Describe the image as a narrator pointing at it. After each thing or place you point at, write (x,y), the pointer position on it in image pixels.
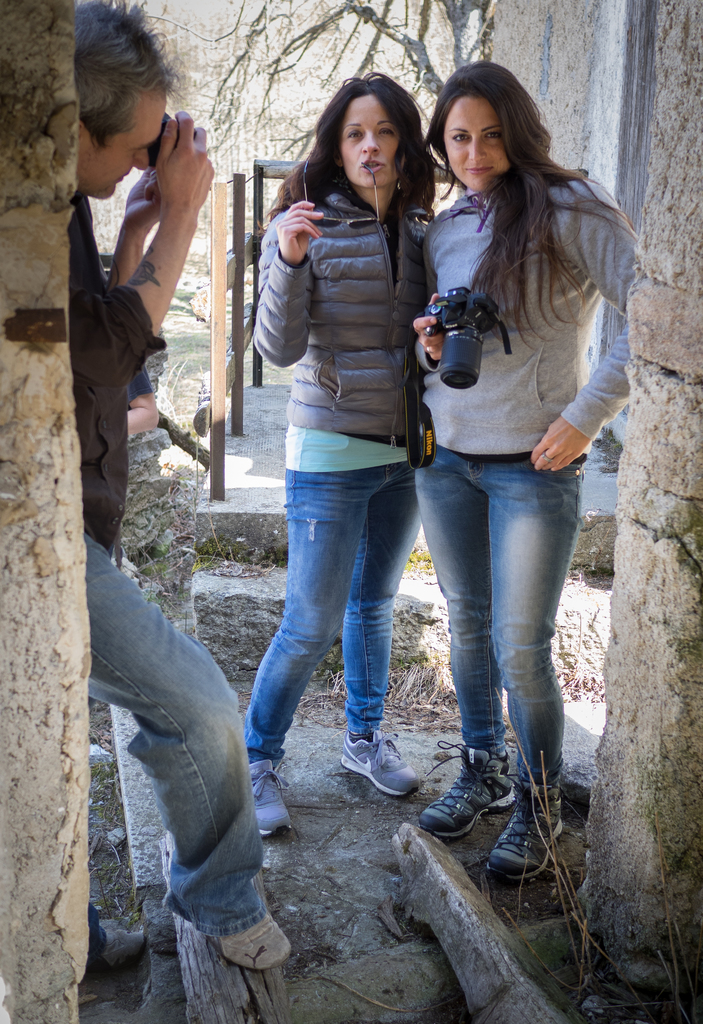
In this image we can see some people (337,560) standing. In that a man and a woman (444,565) are holding the cameras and the other is holding the glasses (363,226). We can also see the walls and some wooden logs (470,897) on the ground (491,832). On the backside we can see the wooden fence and a group of trees (240,146).
